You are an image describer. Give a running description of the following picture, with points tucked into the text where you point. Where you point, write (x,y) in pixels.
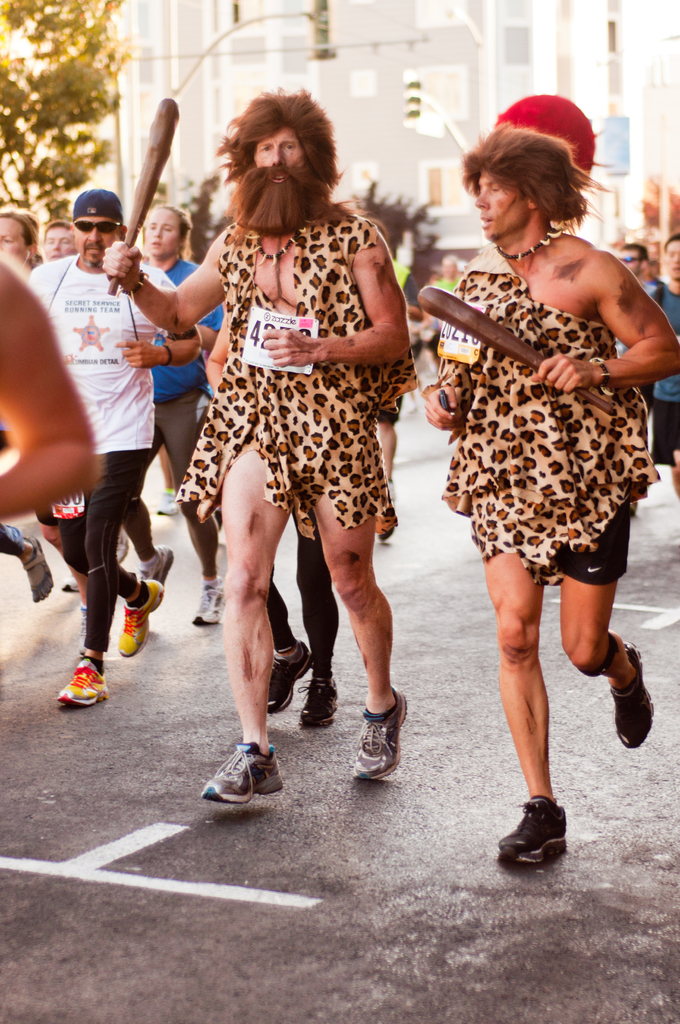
In this picture we can see group of people (340,442), few are running on the road (404,539), in the background (212,93) we can see few trees (107,67) and a building (430,67).
